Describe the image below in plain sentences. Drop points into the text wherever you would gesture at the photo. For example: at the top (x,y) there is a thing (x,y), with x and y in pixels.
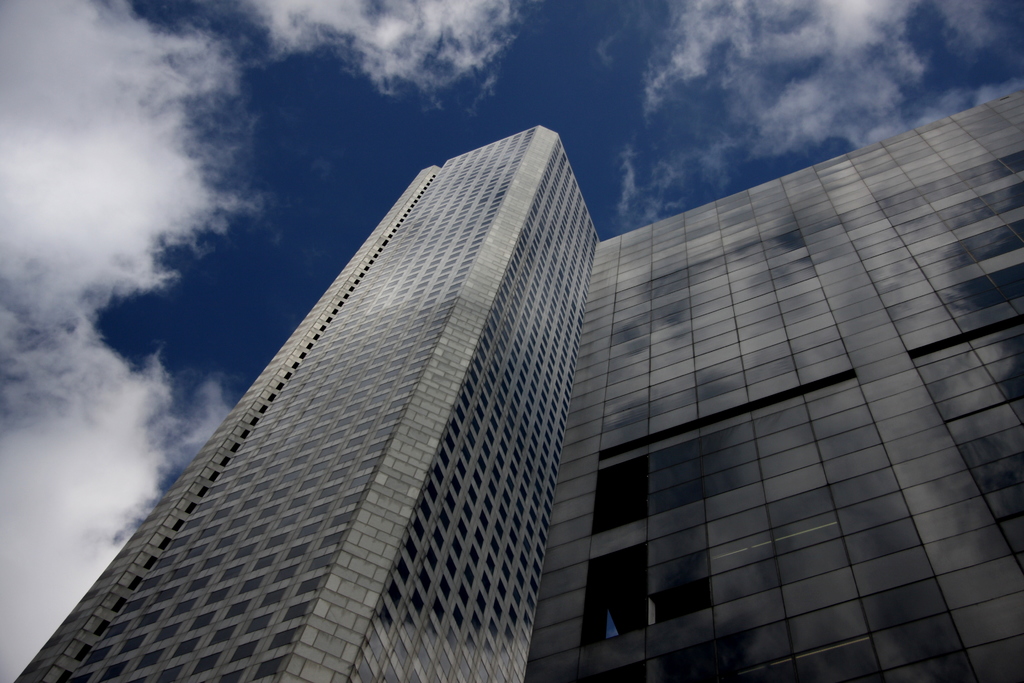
In this image, we can see building (530,393) and at the top (305,157), there is sky (418,86).
